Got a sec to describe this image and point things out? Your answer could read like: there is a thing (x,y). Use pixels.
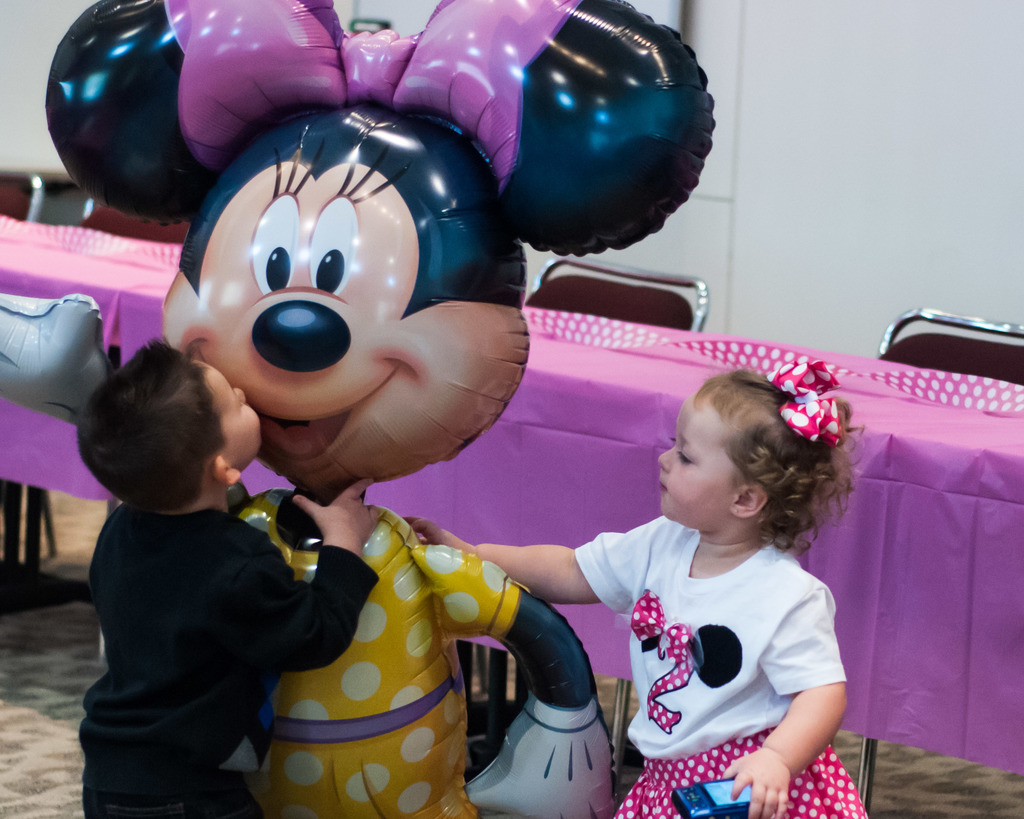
In this picture we can see two kids (122,675), toy (583,687) on the ground (475,685) and in the background (505,685) we can see a platform (946,636), chairs (1002,348), wall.
